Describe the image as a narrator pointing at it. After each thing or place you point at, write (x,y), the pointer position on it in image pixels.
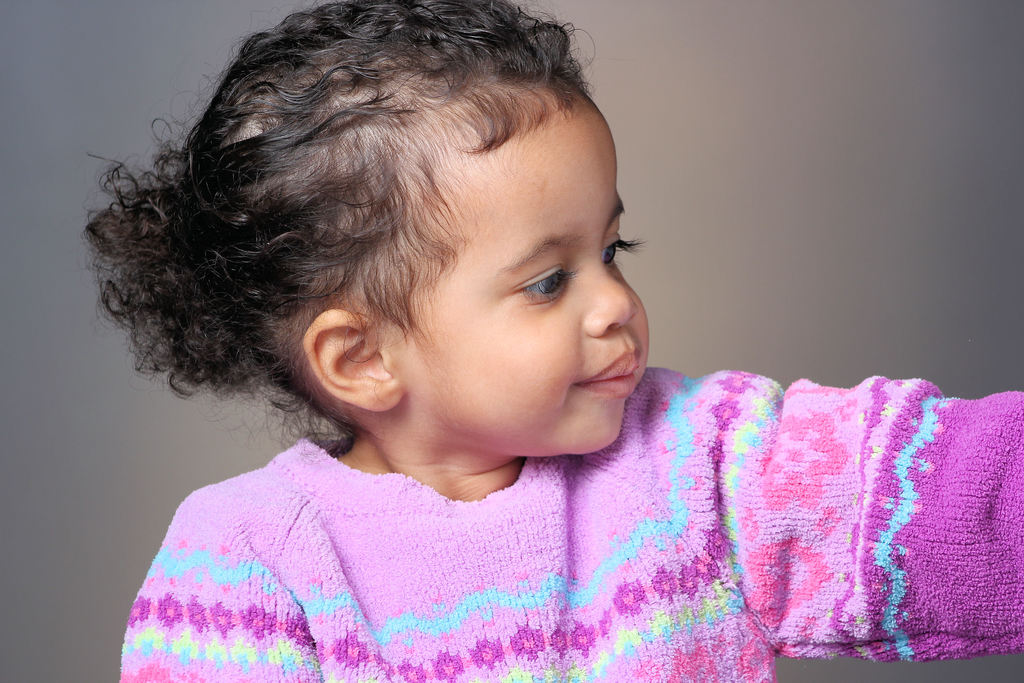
In this picture we can see a baby girl (510,449), and she wore a pink color dress (603,493).
